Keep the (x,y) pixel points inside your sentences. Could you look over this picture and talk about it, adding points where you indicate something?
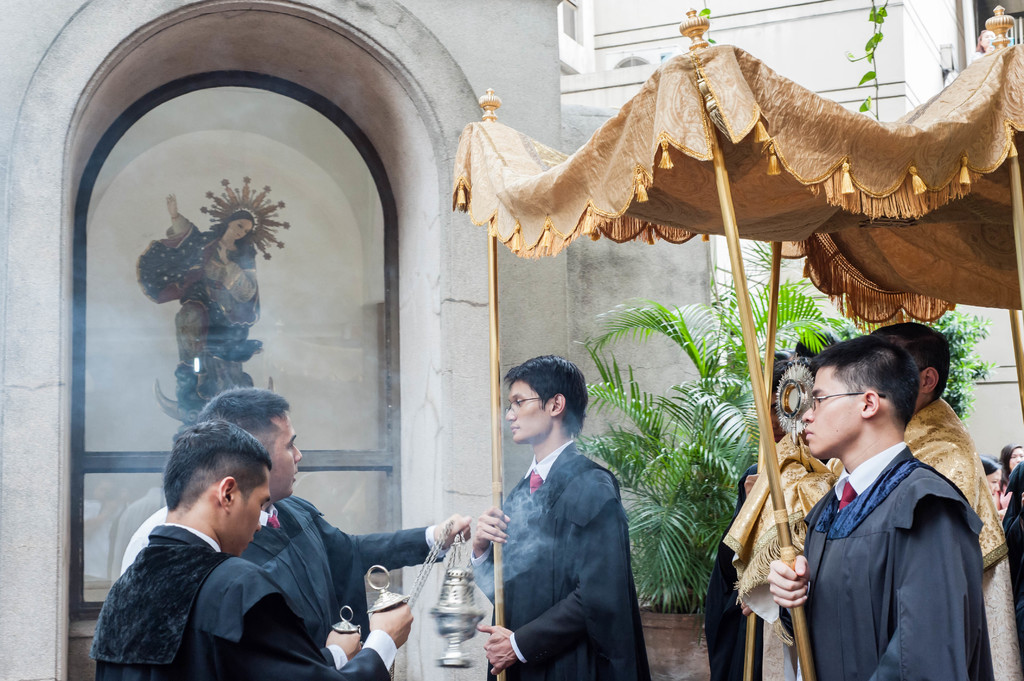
In this image there are two people (225,523) standing and holding something in their hands (404,611), in front of them, they are few people (521,673) holding poles (498,240) and this pole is connected to a cloth (816,181), it's look like a tent (711,189), beneath that a few people (953,443) standing. In the background (119,227) there is a building (44,157) and trees (651,329), there is a window (241,156) of a building (97,206). In the window (191,182) there is a statue (212,277).
